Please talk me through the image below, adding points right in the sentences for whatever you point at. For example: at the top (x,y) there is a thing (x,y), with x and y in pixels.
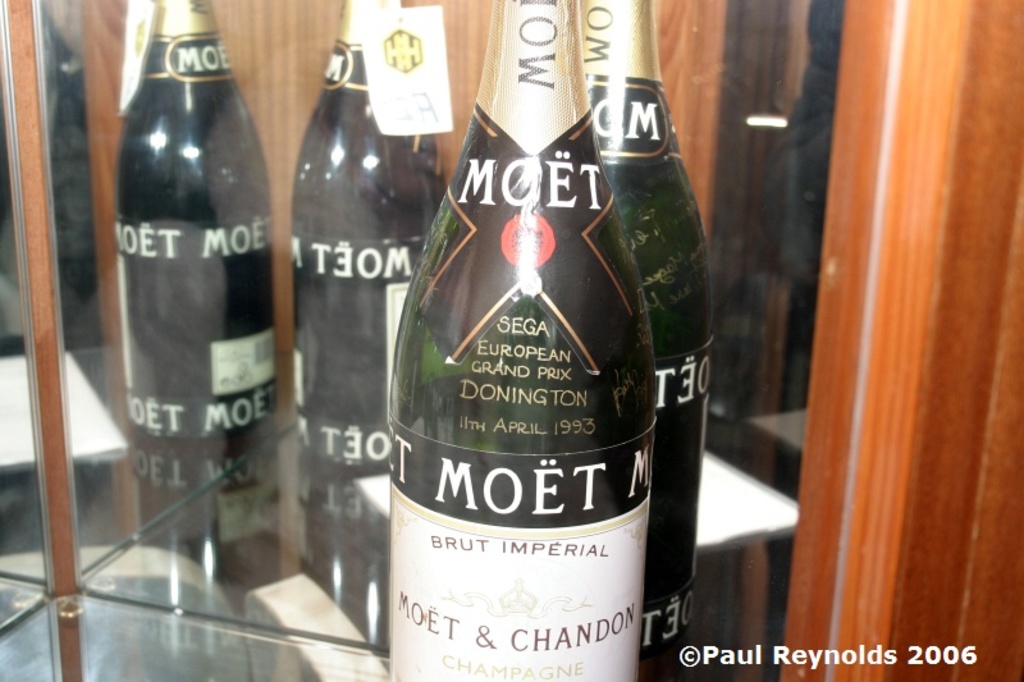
Here we can see a bottle (539,454) with sticker (529,494) and text (550,422). Background (878,305) we can see glass (360,408) and wooden object (876,395). Through the glass (117,420) we can see few bottles (339,279) are placed on the glass surface (305,522). Right side (696,660) bottom of the image (801,656), we can see watermark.
